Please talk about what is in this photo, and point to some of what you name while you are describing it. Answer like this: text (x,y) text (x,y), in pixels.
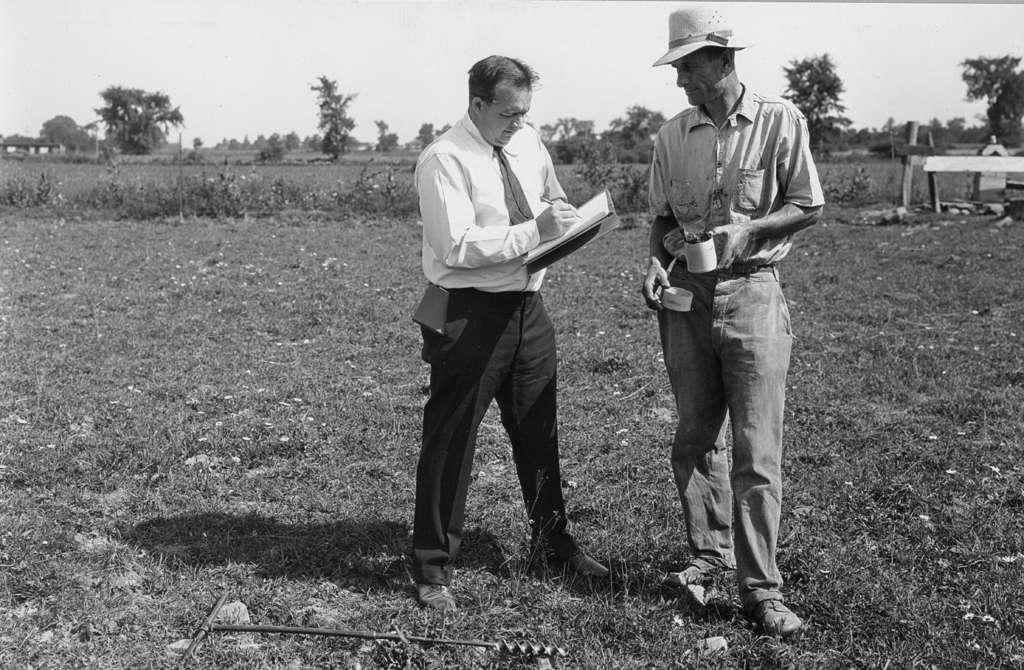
In the picture I can see a person (454,245) wearing white shirt (481,245) is standing and writing something on a book (582,233) holding in his hands (557,216) and there is another person (704,160) wearing hat (698,25) is standing beside him and there are few plants (411,165) and trees (343,135) in the background (347,121).
